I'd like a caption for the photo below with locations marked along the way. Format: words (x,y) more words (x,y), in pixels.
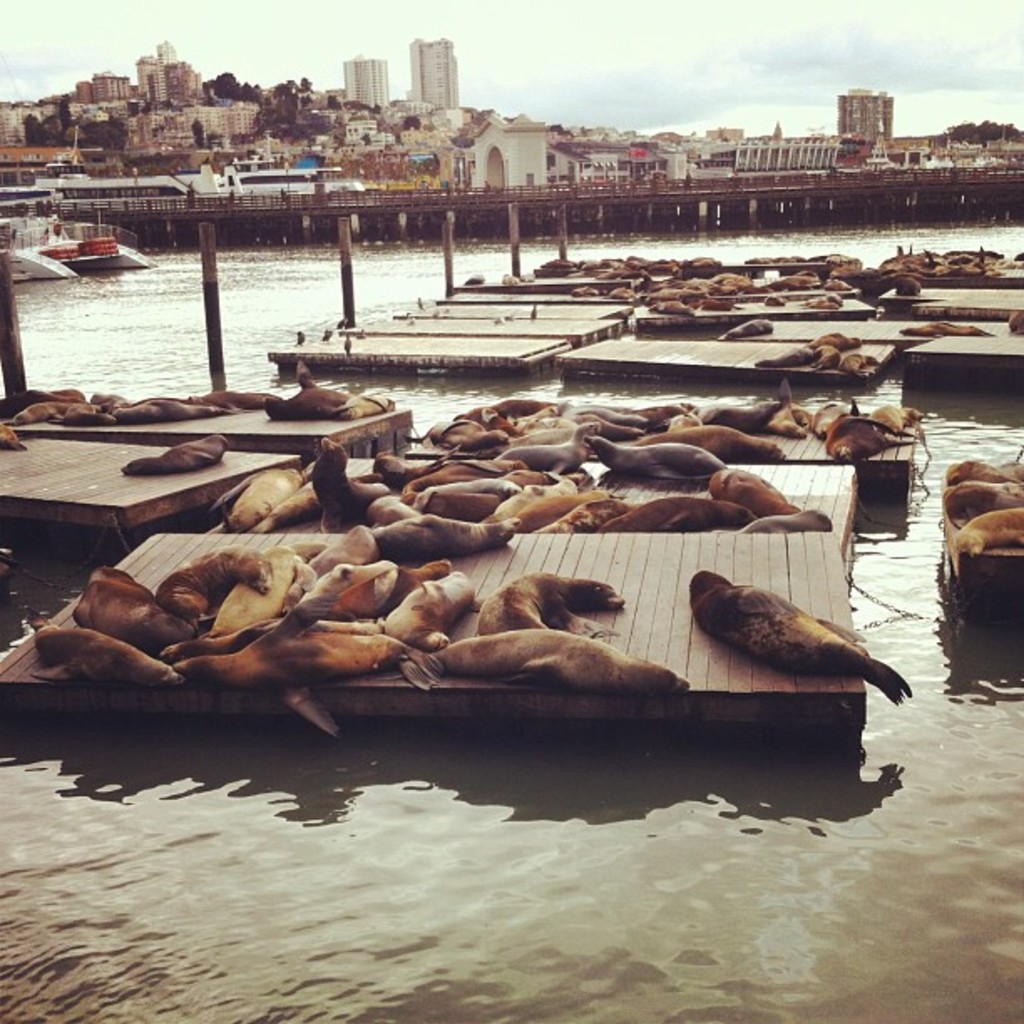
In this image there is the sky (702,57), there are buildings (520,126), there is an object (54,236) truncated towards the left of the image (45,250), there is water (246,844) truncated towards the bottom of the image (511,871), there are animals (550,479) on the platforms (764,466), there are animals (987,489) truncated towards the right of the image (988,484).
